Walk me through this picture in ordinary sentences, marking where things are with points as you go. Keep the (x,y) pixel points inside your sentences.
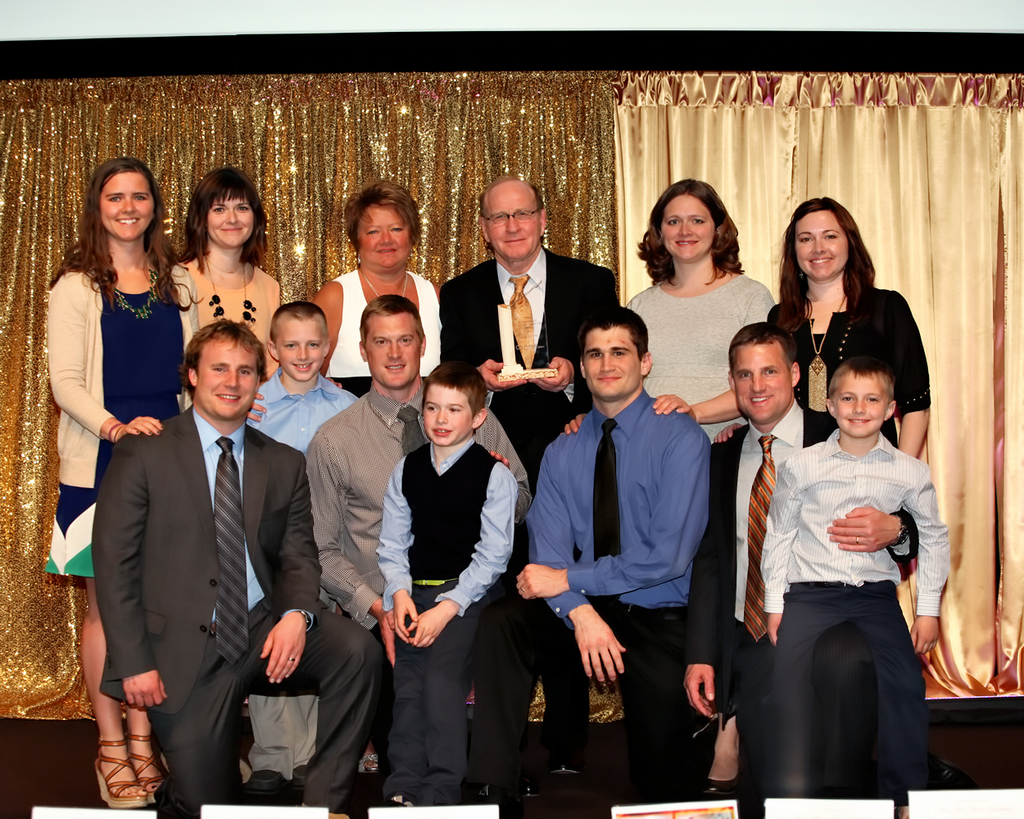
There are people (442,557) smiling, first row people (523,593) are sitting like squat position and these people (181,267) are standing and this boy (851,478) sitting on this man (762,528). In the background (856,136) we can see curtains (667,121).
